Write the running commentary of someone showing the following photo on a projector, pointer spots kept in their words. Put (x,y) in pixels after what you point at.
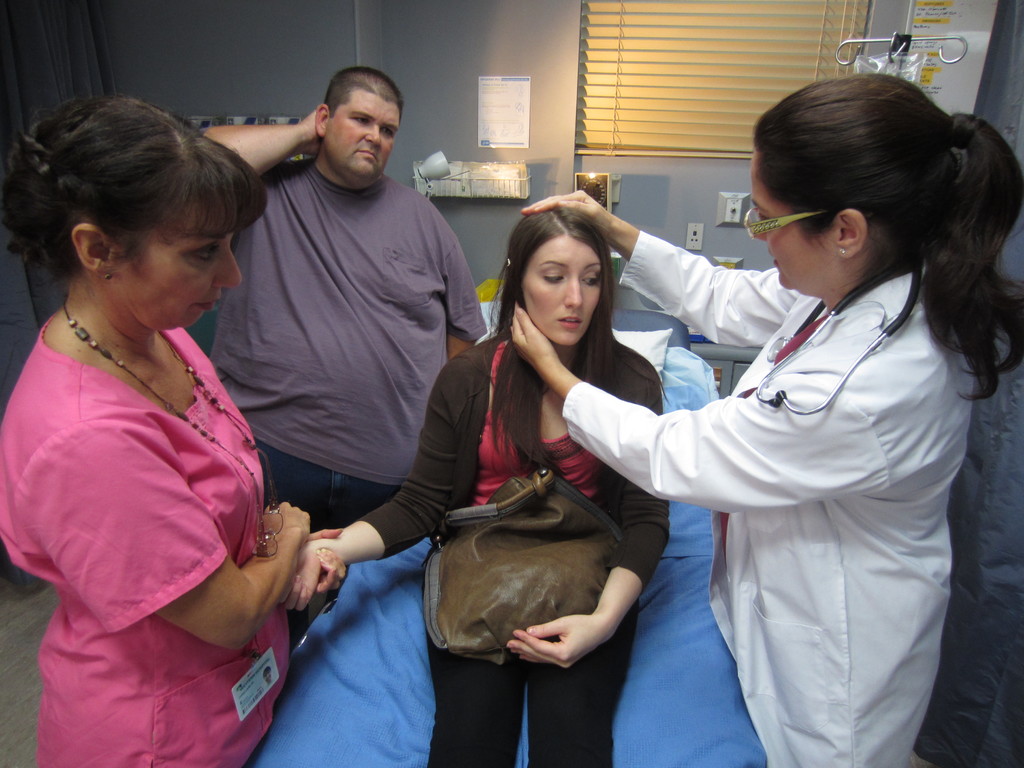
This image is taken indoors. In the background (337,66) there is a wall (460,144). There is a switchboard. There are two posters (937,47) on the wall (647,186). There is a window blind (693,56). On the left side of the image (192,445) a man (319,199) is standing and there is a woman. On the right side of the image (841,327) a woman (798,386) is standing. In the middle of the image of a woman (533,441) is sitting on the bed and she is holding a handbag (536,564) in her hand (550,659).
